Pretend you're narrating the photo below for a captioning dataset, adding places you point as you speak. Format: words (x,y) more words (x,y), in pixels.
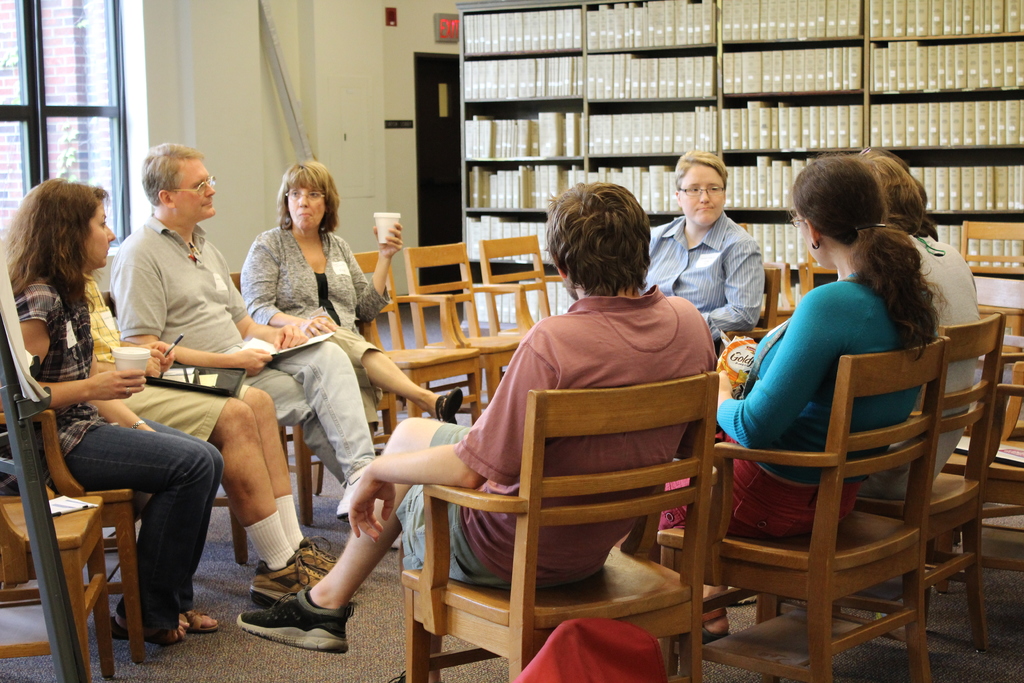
The image is taken in the room (771,449). In the center of the image (515,372) we can see people (736,463) sitting on the chairs (575,594). The man (314,366) sitting on the left (322,390) is holding papers (263,340) in his hand (257,366). We can see some of them are holding cups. In the background (501,165) there are books (831,145) placed in the shelves (721,154). On the left (92,131) there is a window (86,147). In the background (337,134) we can see a wall (337,134) and a door (429,156).
